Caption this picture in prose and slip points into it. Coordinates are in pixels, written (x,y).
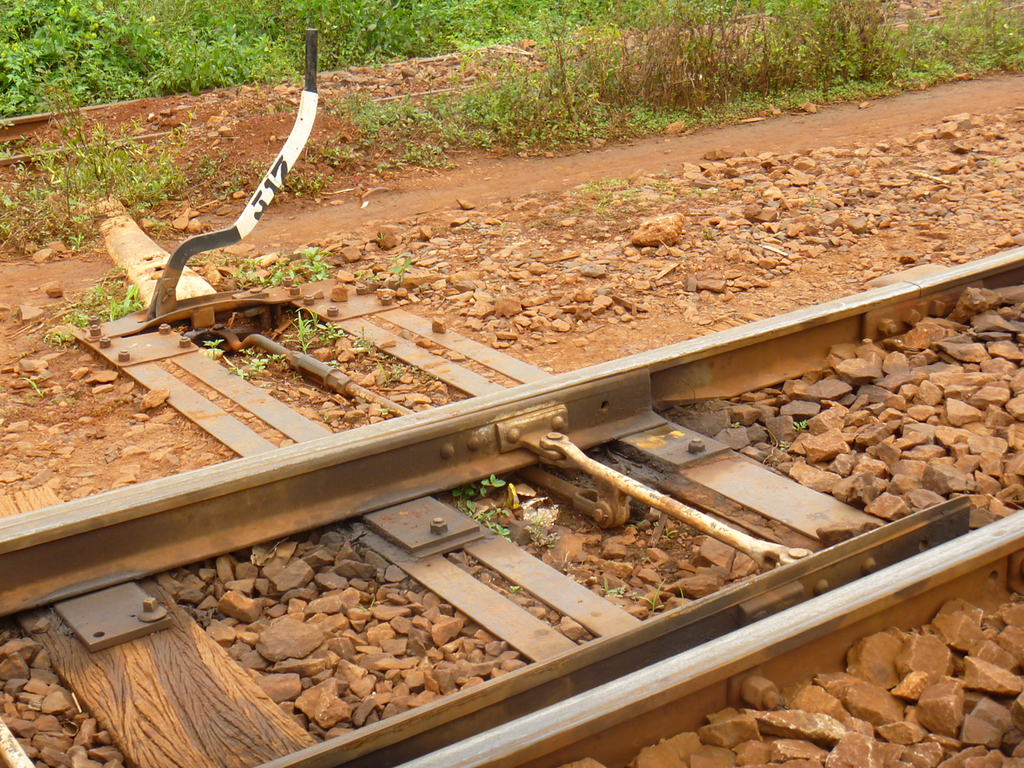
In this image we can see railway track (533,372), stones (339,599), ground (444,198), grass (605,103) and plants (675,64).
